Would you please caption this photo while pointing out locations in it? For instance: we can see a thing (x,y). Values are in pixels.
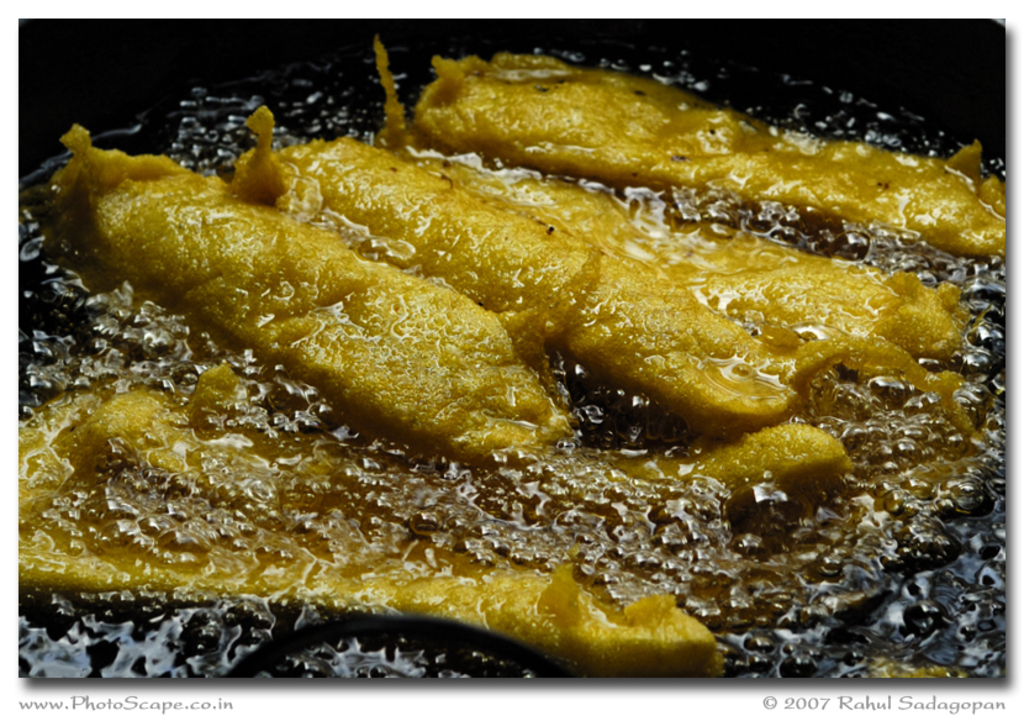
In this image we can see there is the food item (502,302) frying in the oil (931,559).
